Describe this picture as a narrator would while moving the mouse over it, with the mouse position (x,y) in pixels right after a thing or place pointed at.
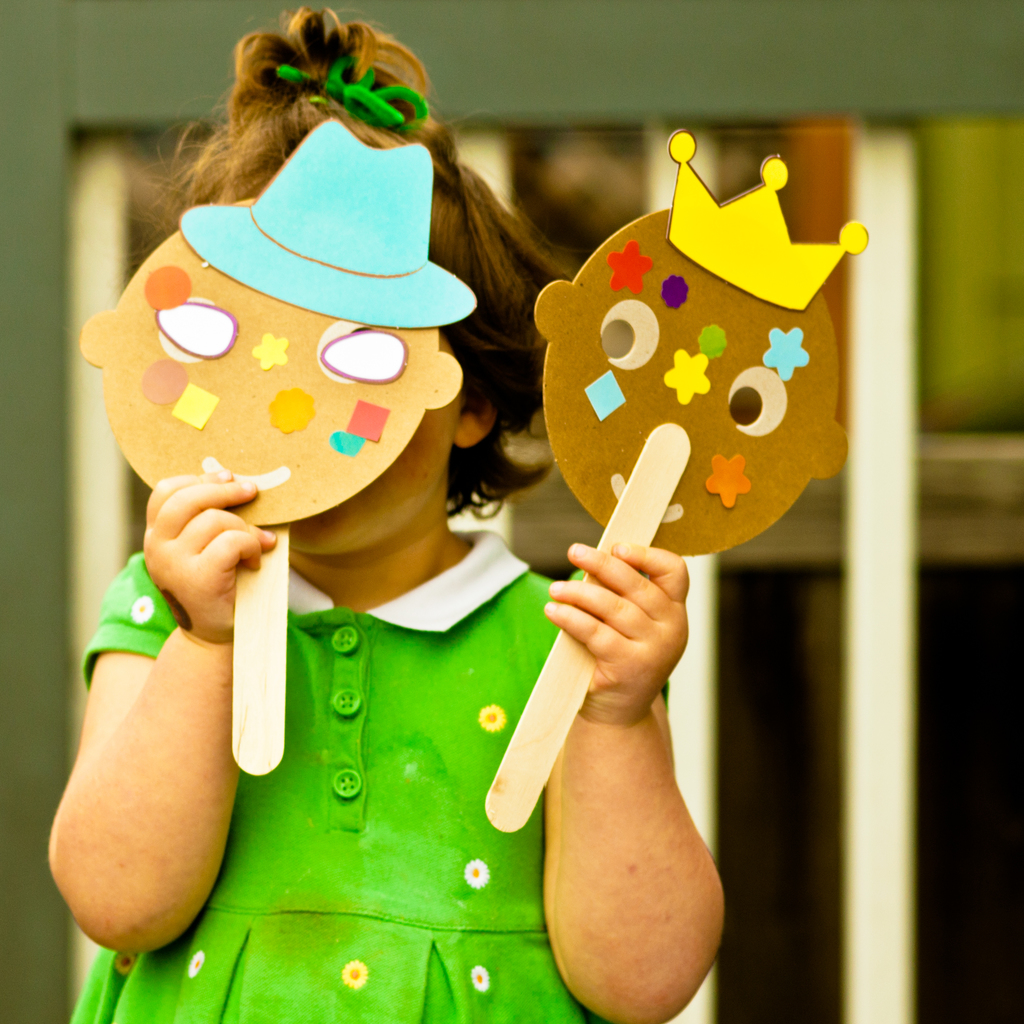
In this image we can see a child (485,780) holding two boards (235,388) with some stickers (277,403) pasted on it. On the backside (50,934) we can see a wall (50,934).
